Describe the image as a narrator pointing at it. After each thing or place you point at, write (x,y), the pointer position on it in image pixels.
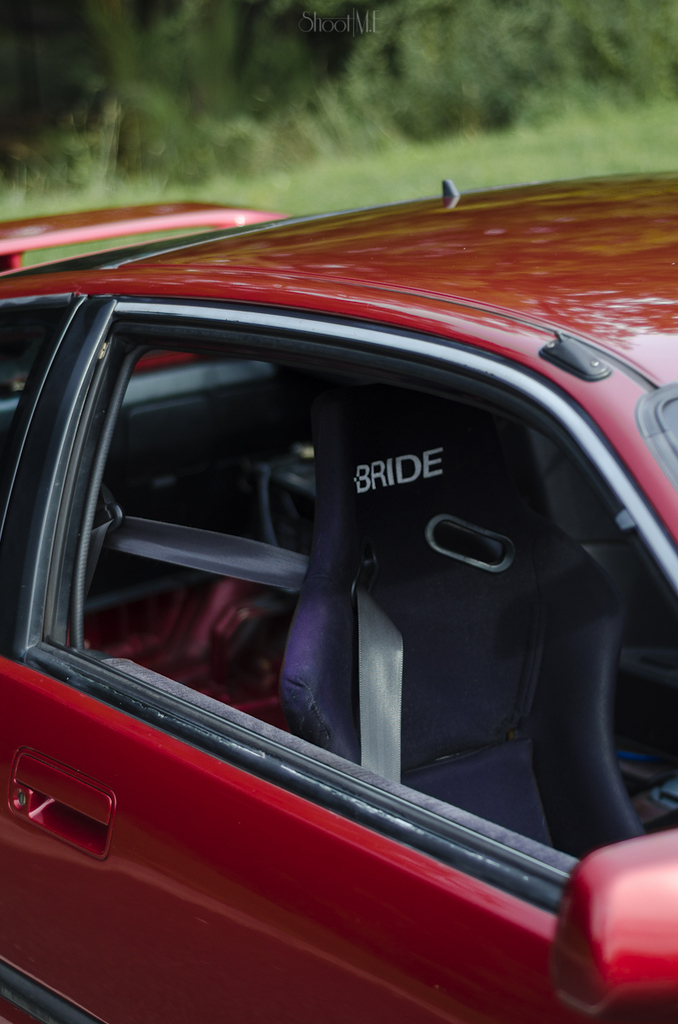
This is the car (294,579) in dark red color. At the top (424,80) there are plants (398,112) in this image.
